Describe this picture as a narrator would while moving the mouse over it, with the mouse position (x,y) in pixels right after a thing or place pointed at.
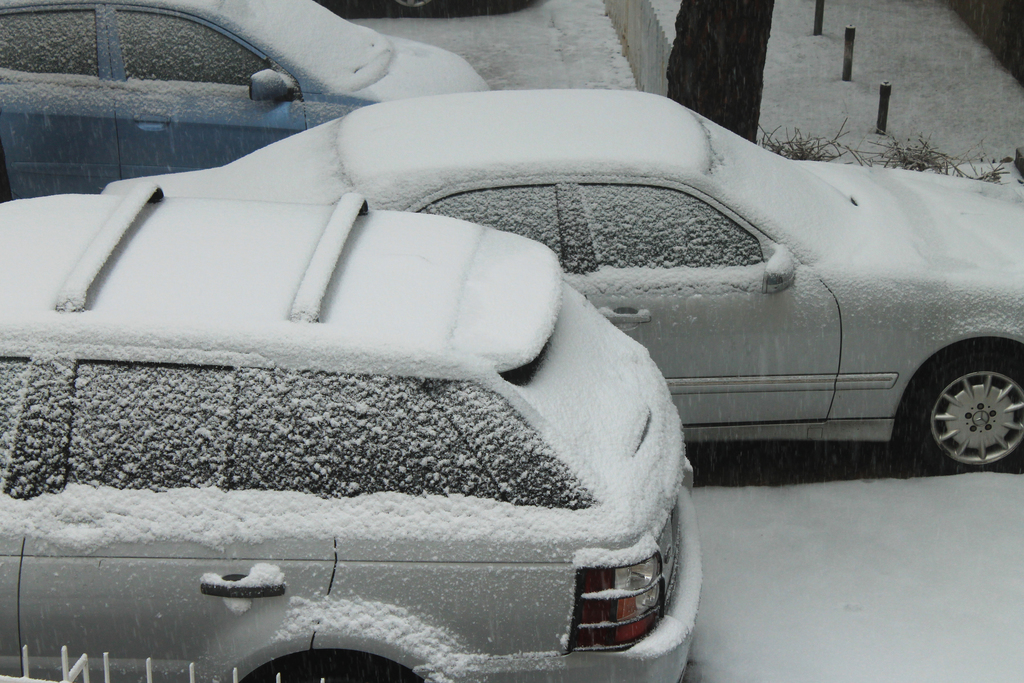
This image is taken outdoors. In this image a few cars (471,220) are parked on the ground (884,531) and they are totally covered with snow (347,317). At the top of the image (711,64) there is a tree (740,97).
